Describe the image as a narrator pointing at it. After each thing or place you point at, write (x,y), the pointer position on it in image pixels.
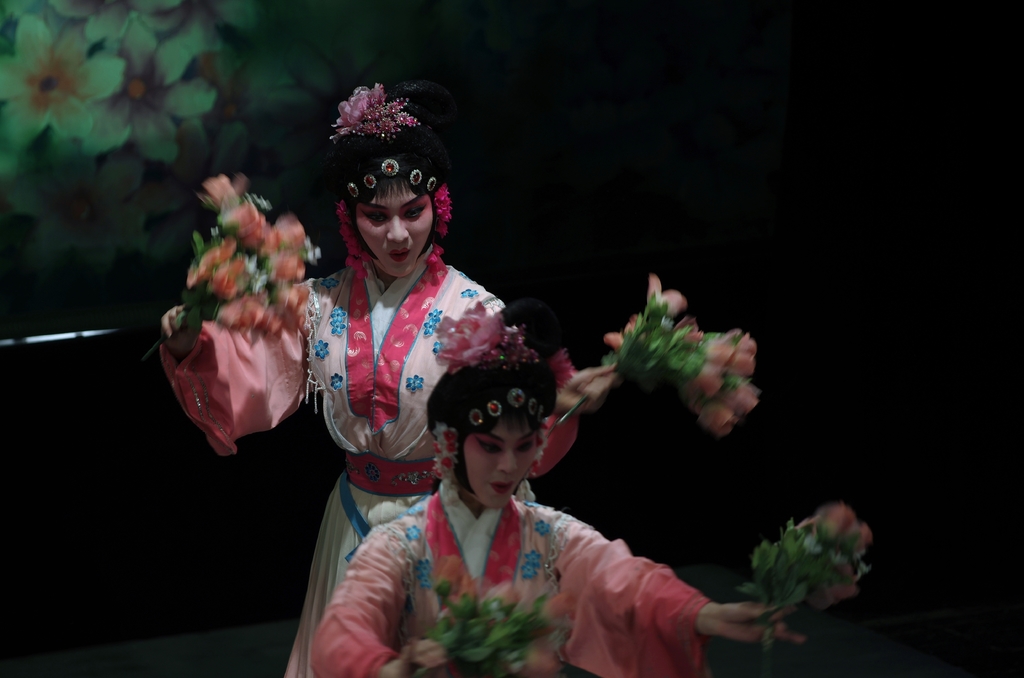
In the image there are two women (414,458) who are dancing by holding a flower bouquet (697,379) in their hands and on the top of the head (495,387) there is a pink colour flower (449,325).
